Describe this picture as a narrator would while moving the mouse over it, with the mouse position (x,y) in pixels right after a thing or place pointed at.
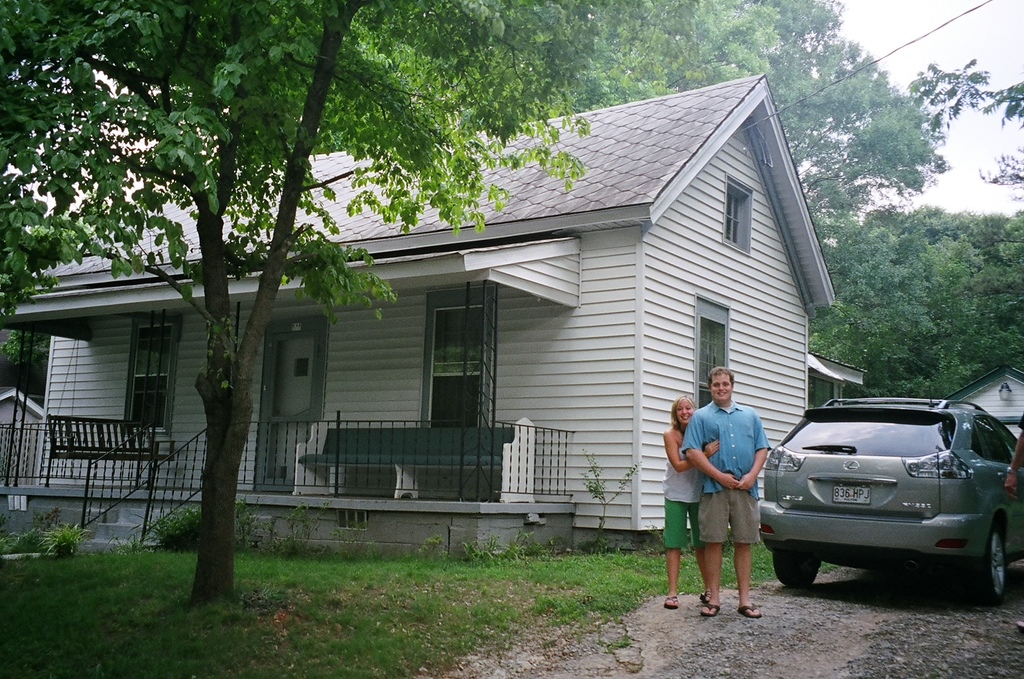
In this image there is a couple (706,495) standing on a road (710,621), behind them there is a house (740,357), car (794,458), behind the house (791,236) there are trees (997,175), on the bottom left (49,584) there is grassland (237,587) and a tree (214,302).
